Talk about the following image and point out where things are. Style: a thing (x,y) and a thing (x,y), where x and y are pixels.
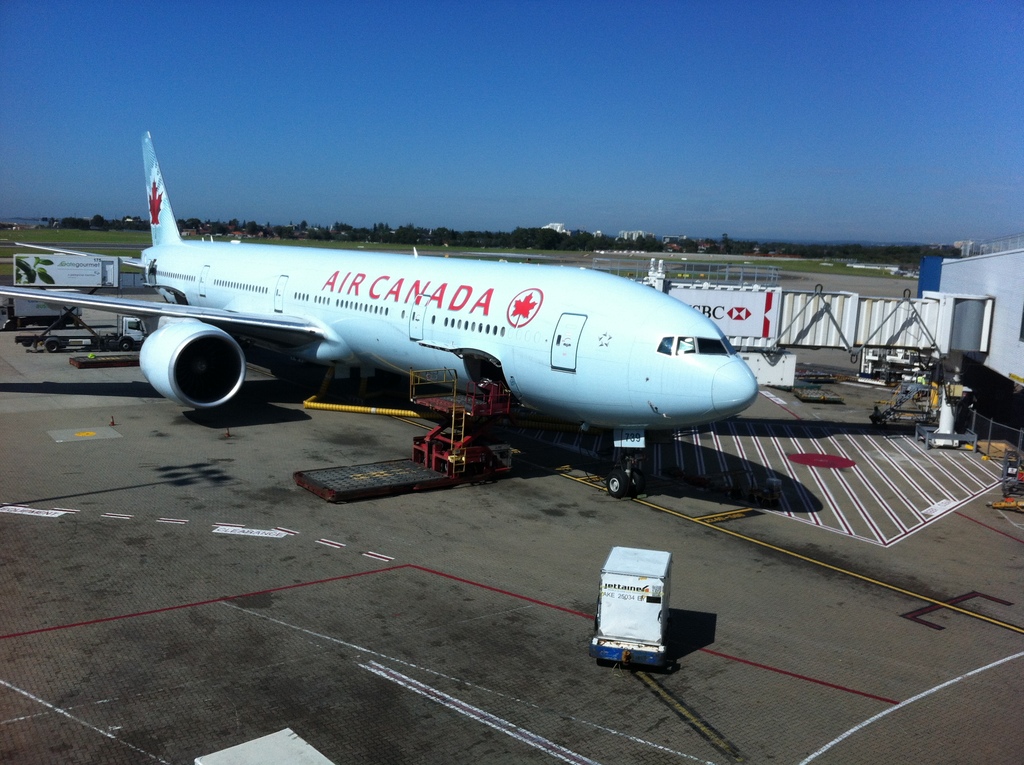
In this image in the center (525,371) there is an airplane (516,330), and in the background (842,324) there are some vehicles (909,358), containers (629,637) and some other objects (989,446). At the bottom (163,591) there is a walkway (864,464) and in the background (908,252) there are some trees (881,255) and buildings (1007,318), at the top of the image (417,107) there is sky (417,107).
